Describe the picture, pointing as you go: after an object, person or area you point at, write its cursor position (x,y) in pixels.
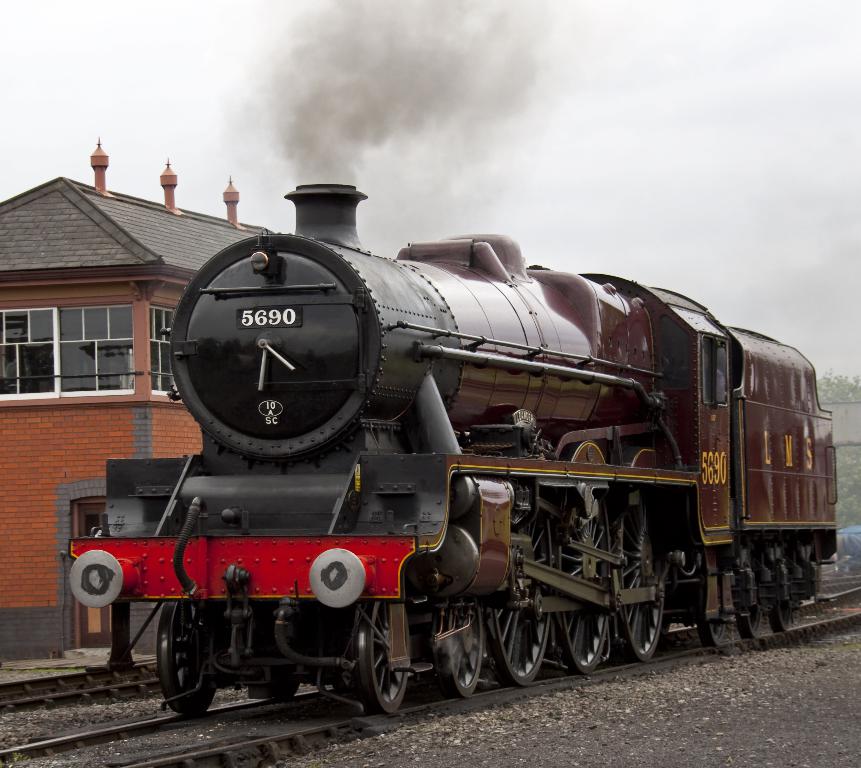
In this image there is an engine (439,495) of the train (513,538) on the track (423,710), behind that there is a building (127,326). In the background (201,83) there is the sky (662,147).
